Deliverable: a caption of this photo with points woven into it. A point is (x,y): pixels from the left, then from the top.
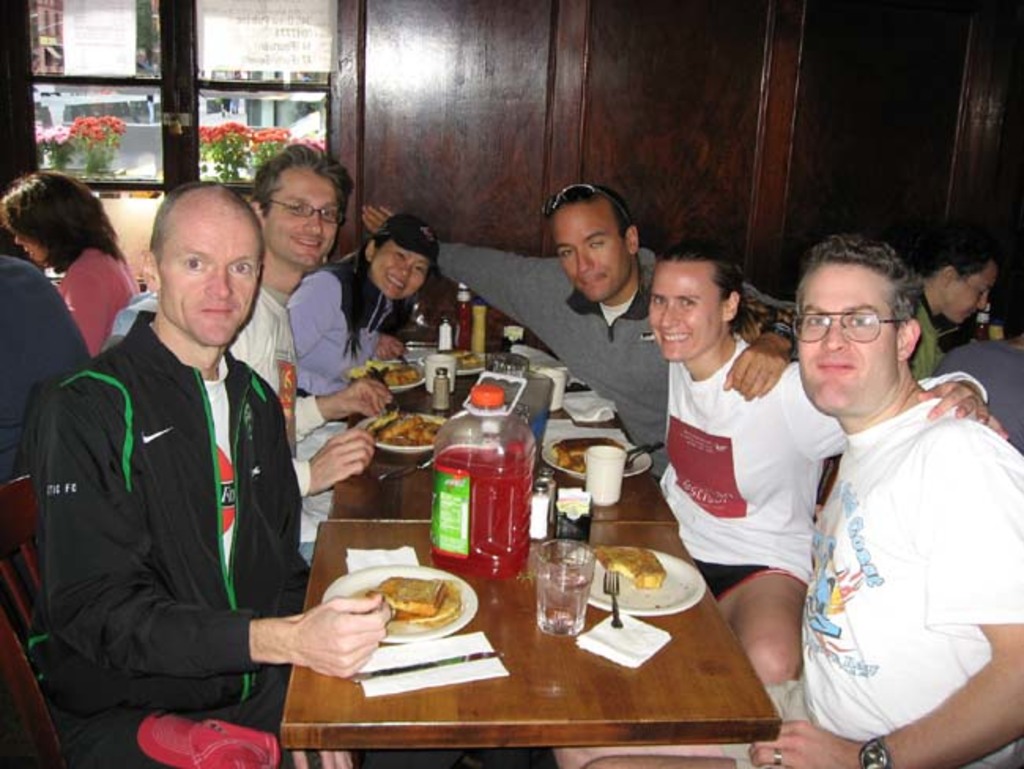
This picture is clicked in a restaurant (355,145). Here, we see many people (118,381) sitting and having their food (614,570). In front of the picture, we see a table (630,697) on which glass (572,592), plate (648,599), fork (613,614), tissue paper (618,634), can (491,479) with liquid (491,479) and a cup (434,363) are placed on it. Behind them, we see a cupboard (728,88) which is brown in color and beside that, we see window (186,135) from which we see many plants (78,150) outside the city (134,154).
